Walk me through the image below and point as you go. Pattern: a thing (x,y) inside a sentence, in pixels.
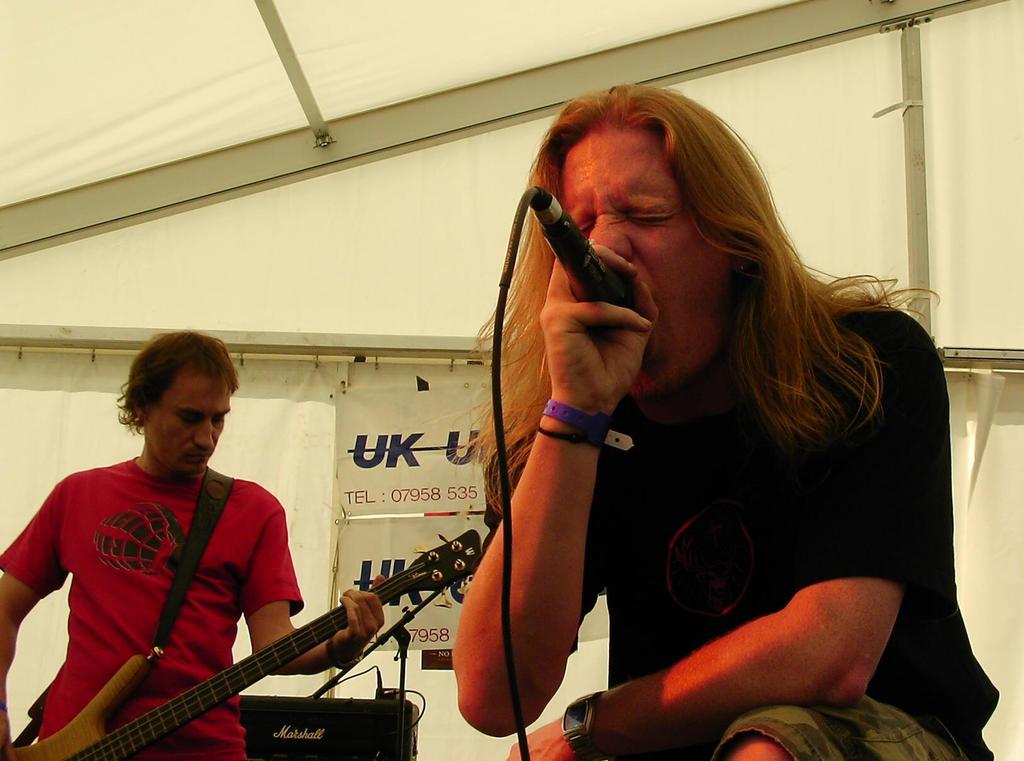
There are two members (143,547) in this picture one of the guy (569,388) is singing holding a mic (615,295) in his hands (625,309) and other guy (179,487) is playing guitar (246,683) in his hands (374,601). In the background (340,553) there is a poster (367,484) and a tent (292,244) here.
